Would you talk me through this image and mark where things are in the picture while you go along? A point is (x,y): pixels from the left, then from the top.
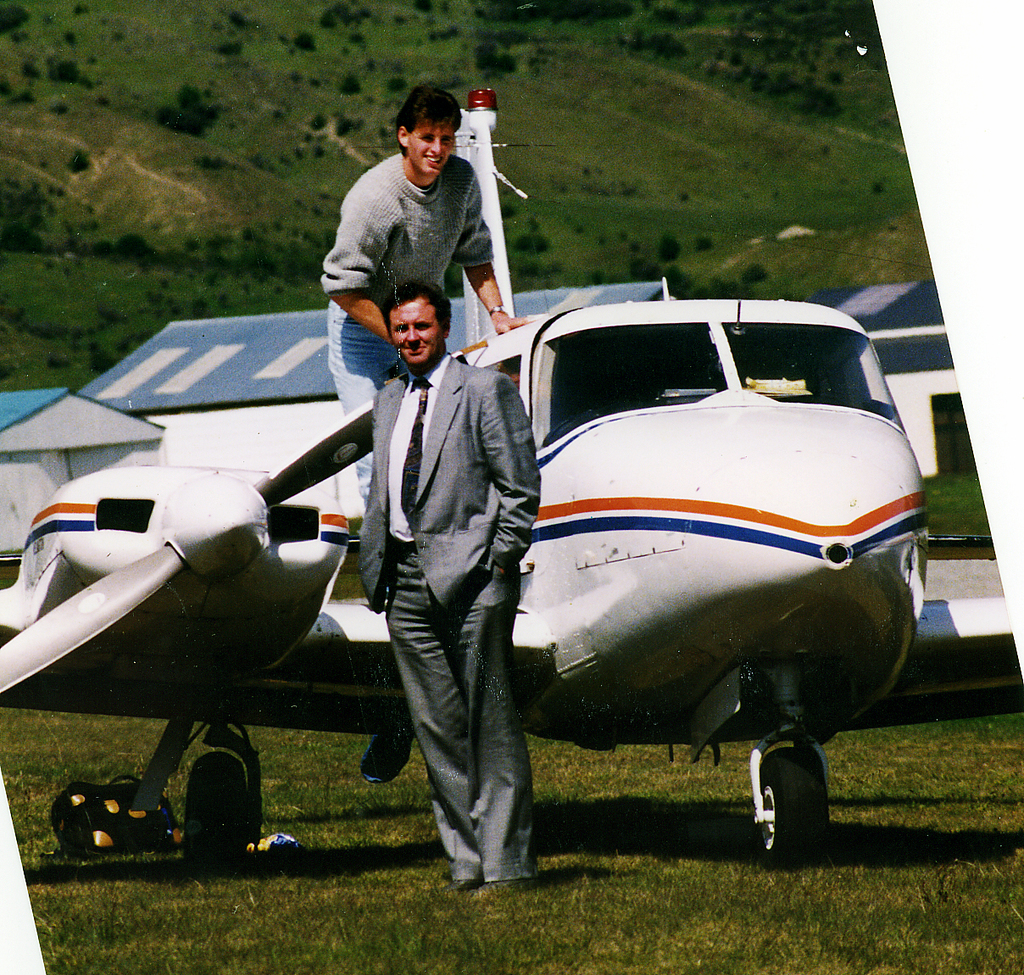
In this image we can see a person (527,867) standing on the ground (400,933). One person (426,202) is standing on an airplane (786,470) placed on the grass field (400,933). In the background (270,370), we can see a bag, a group of houses (257,369) with roof (270,370). At the top of the image (634,31) we can see some trees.
